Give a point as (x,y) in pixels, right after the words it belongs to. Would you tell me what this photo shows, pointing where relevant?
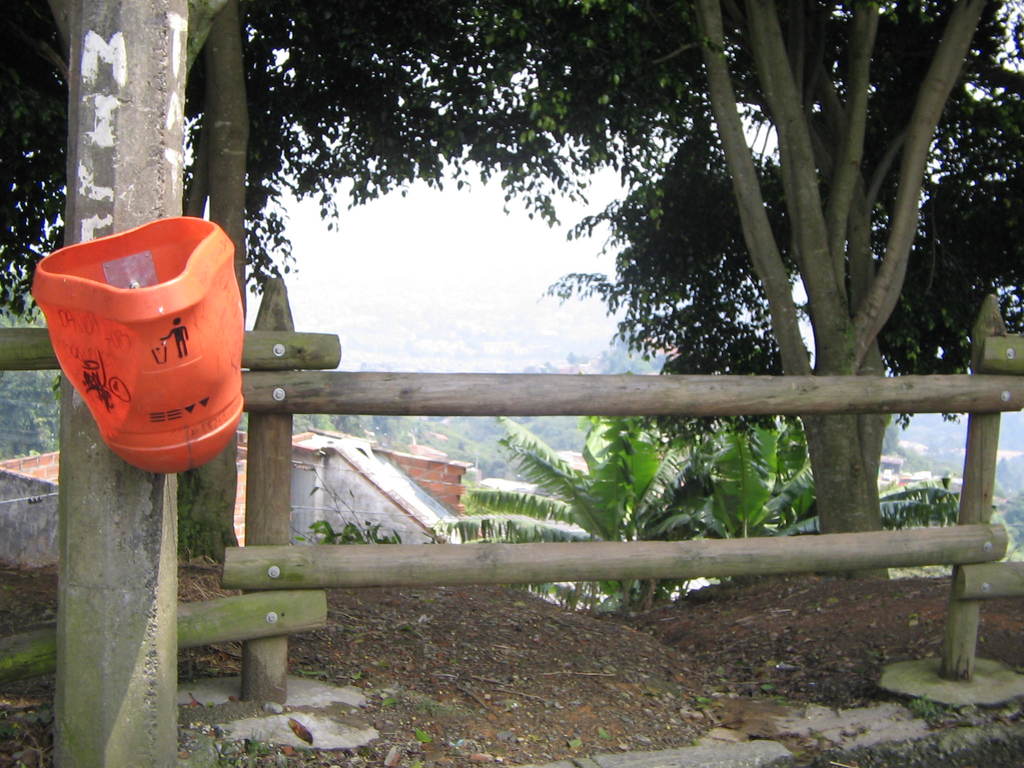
In the picture I can see trees (623,480), fence (642,546), a pole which has a red color object (147,379) attached to it and buildings (429,500). In the background (438,267) I can see the sky (457,256).
